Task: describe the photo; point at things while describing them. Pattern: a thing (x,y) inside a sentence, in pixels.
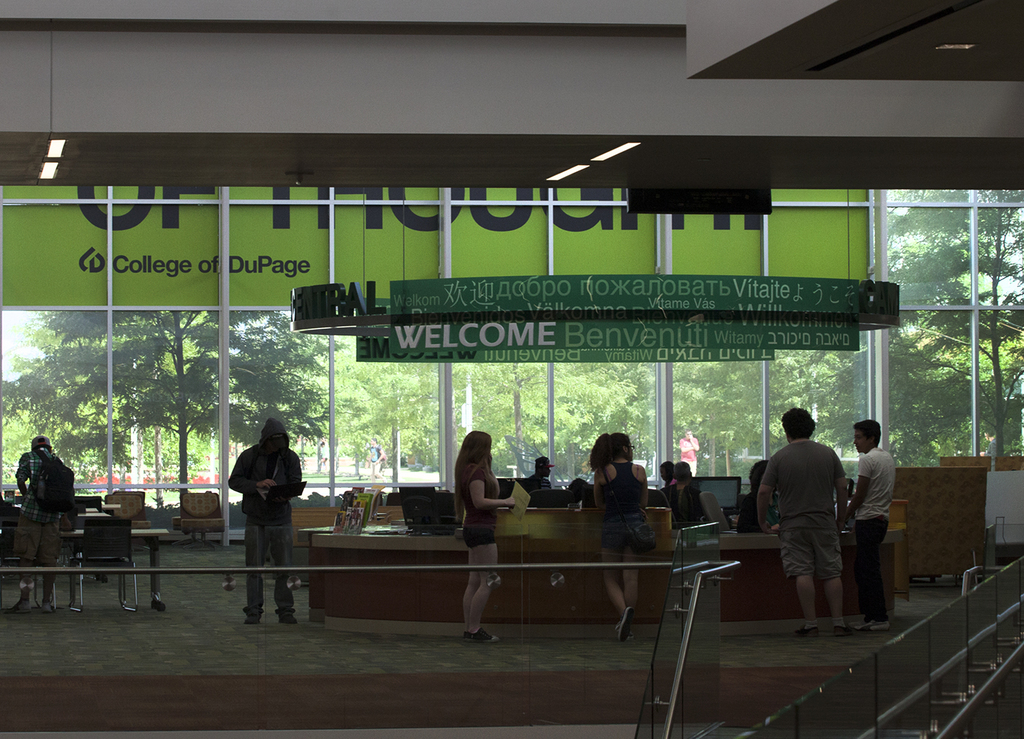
In this image I see lot of people (874,441) standing on the ground (70,606). In the background (15,517) I see a lot chairs (194,495), a desk (896,517), a hoarding (321,268) and a number of trees (996,232).
